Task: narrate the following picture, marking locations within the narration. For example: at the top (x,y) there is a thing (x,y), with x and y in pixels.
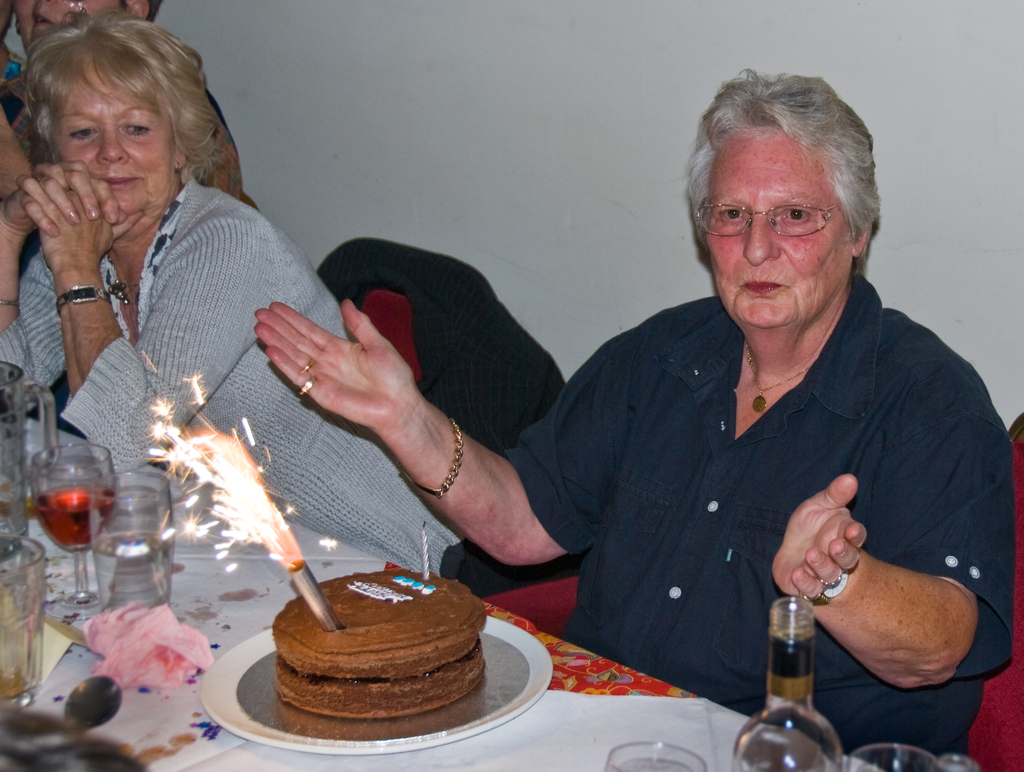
There is a man (697,628) sitting on a chair (534,593) in front a cake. There is a woman (327,294) sitting beside to this man (618,467).
